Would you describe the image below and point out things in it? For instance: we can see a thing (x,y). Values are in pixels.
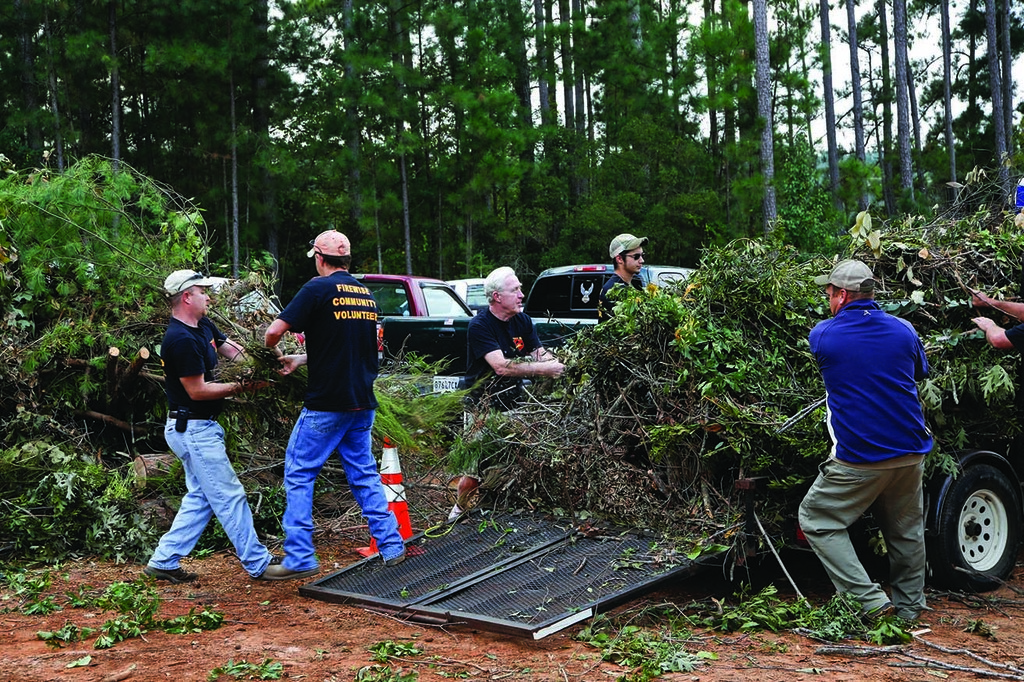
In this image there are few people (329,323). In the background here are trucks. Here there is a truck (966,470). They are putting cut trees (278,384) on the truck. In the background (487,147) there are trees (517,110).
